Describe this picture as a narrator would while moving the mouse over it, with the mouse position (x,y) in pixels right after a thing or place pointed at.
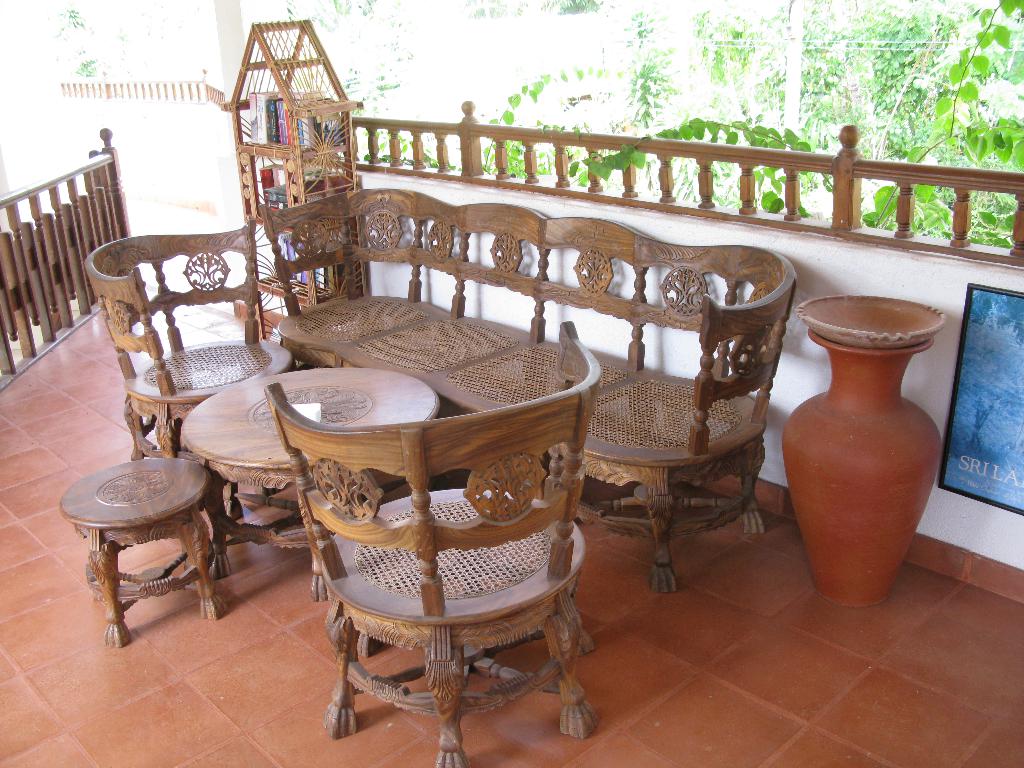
In this image we can see wooden sofa (414,365), chairs (508,524) and table (218,430). There is a flower pot (840,455) and wooden cupboard (294,122) with books (273,121). In the background (748,141) we can see trees (781,91).
